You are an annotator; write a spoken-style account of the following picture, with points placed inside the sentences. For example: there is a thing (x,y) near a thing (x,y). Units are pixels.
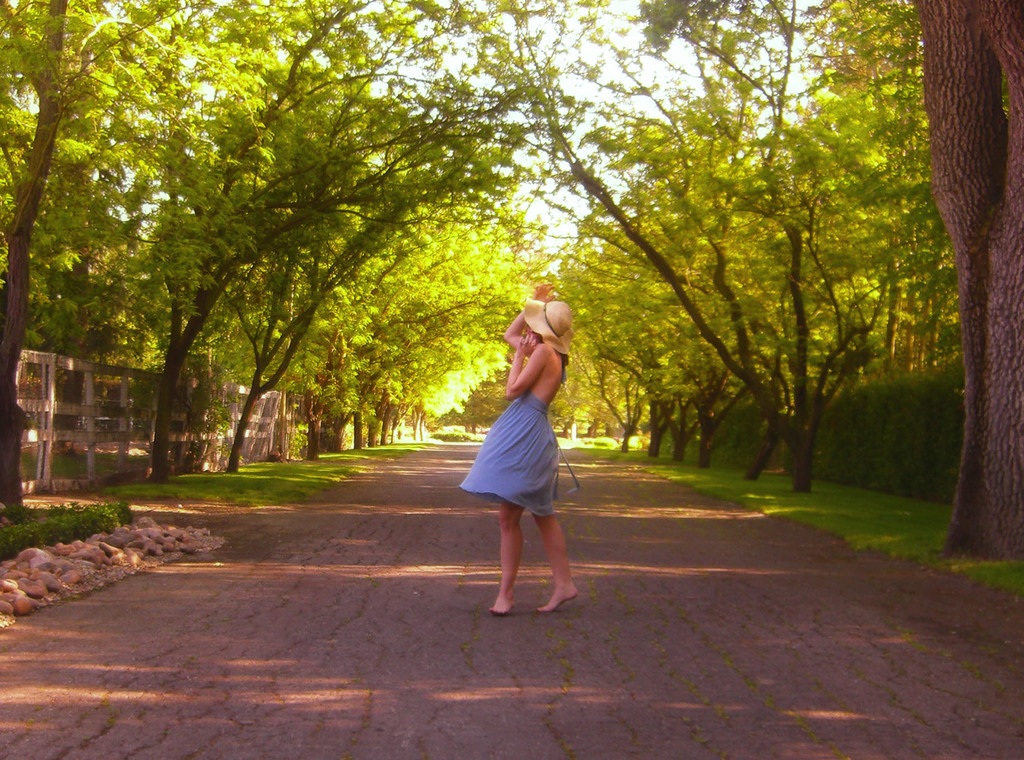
This image is taken outdoors. At the bottom of the image (366,646) there is a road (608,655). In the middle of the image (515,406) a woman (515,482) is standing on the road (550,583). She has worn a hat (553,311). On the left side of the image (124,411) there is a wooden fence (89,433). There are a few stones (88,552) on the ground (178,505) and there is a ground (154,505) with grass (272,472) on it. On the right side of the image (891,441) there is a ground (869,521) with grass (702,478) on it and there are many trees (723,392) and plants (872,436).
